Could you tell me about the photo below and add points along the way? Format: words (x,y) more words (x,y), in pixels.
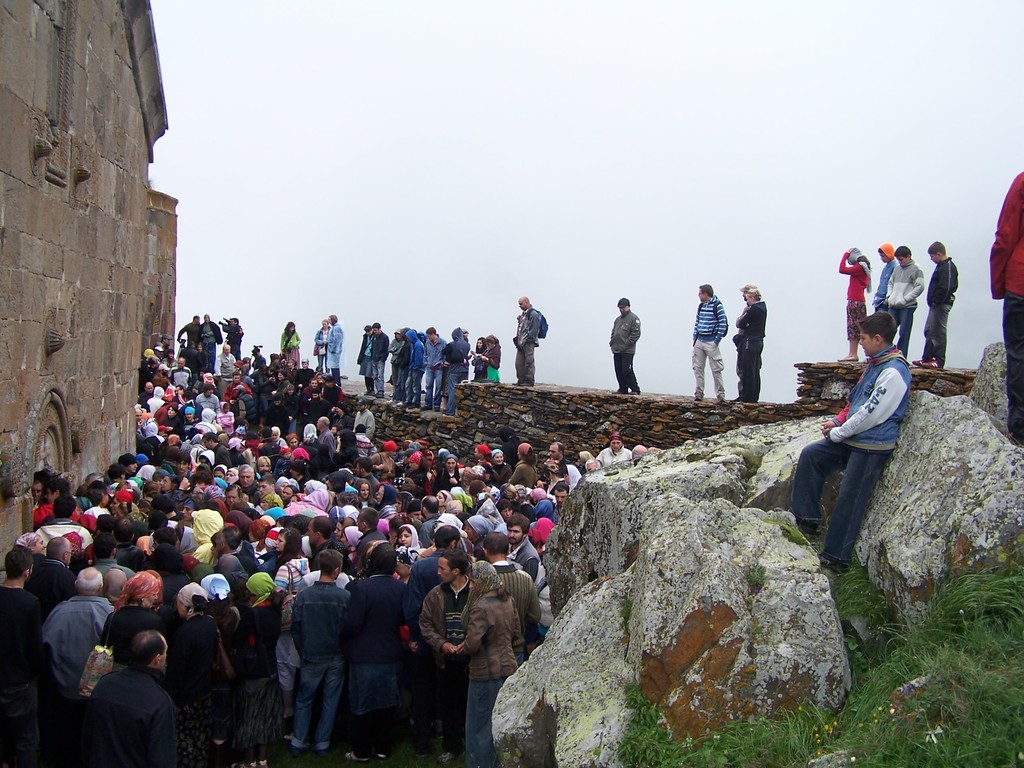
In this picture there are people (194,489) standing. On the right side (849,568) there is grass (876,724) on the ground (843,718) and there are stones (949,493). On the left side (78,298) there is a wall (79,281). In the background (557,412) there is a wall (508,397) and persons (378,364) are standing on the wall (690,400) and the sky (501,148) is cloudy.
